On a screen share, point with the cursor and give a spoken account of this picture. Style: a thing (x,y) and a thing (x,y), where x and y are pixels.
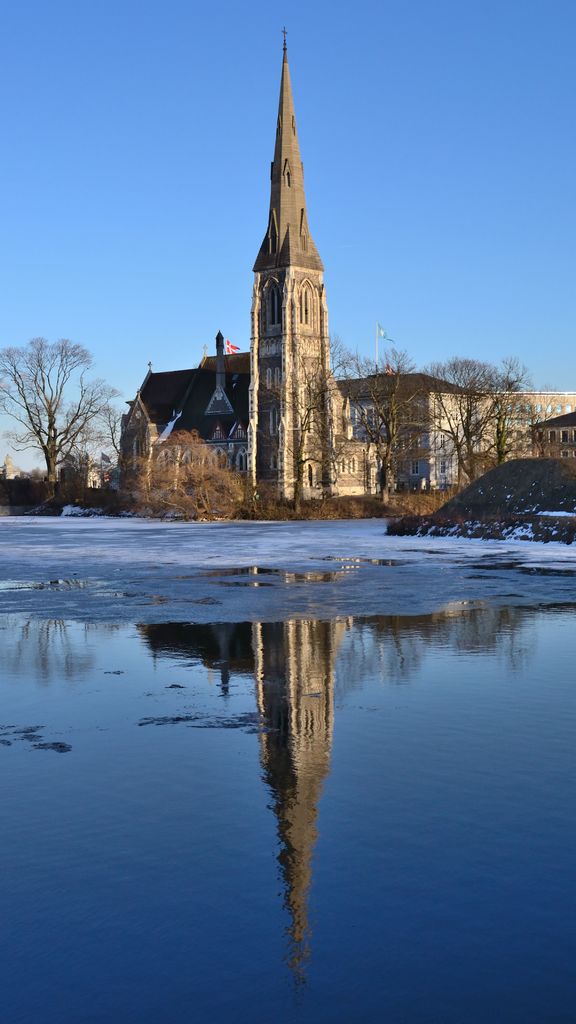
In the image we can see a spire (260,428), trees (367,428), water (371,736) and pale blue sky (157,173). In the water (292,812) we can see the reflection (273,798) of the spire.
